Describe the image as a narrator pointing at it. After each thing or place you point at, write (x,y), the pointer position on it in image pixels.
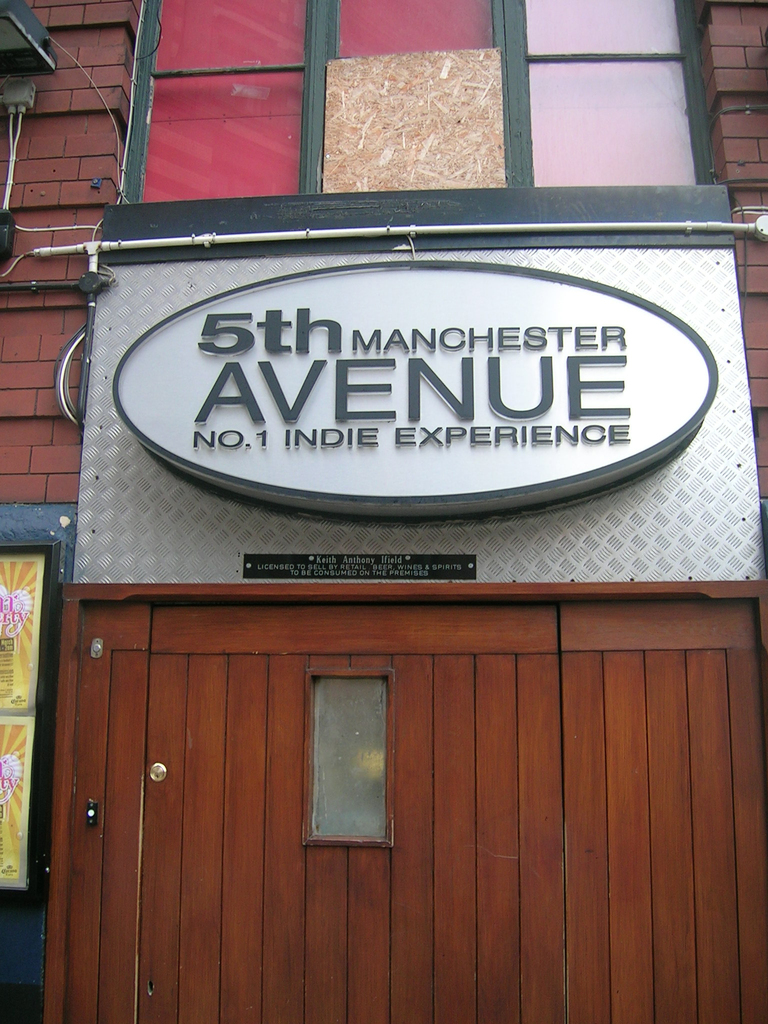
In the image we can see the board (374,489) and text (222,399) on it. It looks like the building (763,17) and the door (159,820).
